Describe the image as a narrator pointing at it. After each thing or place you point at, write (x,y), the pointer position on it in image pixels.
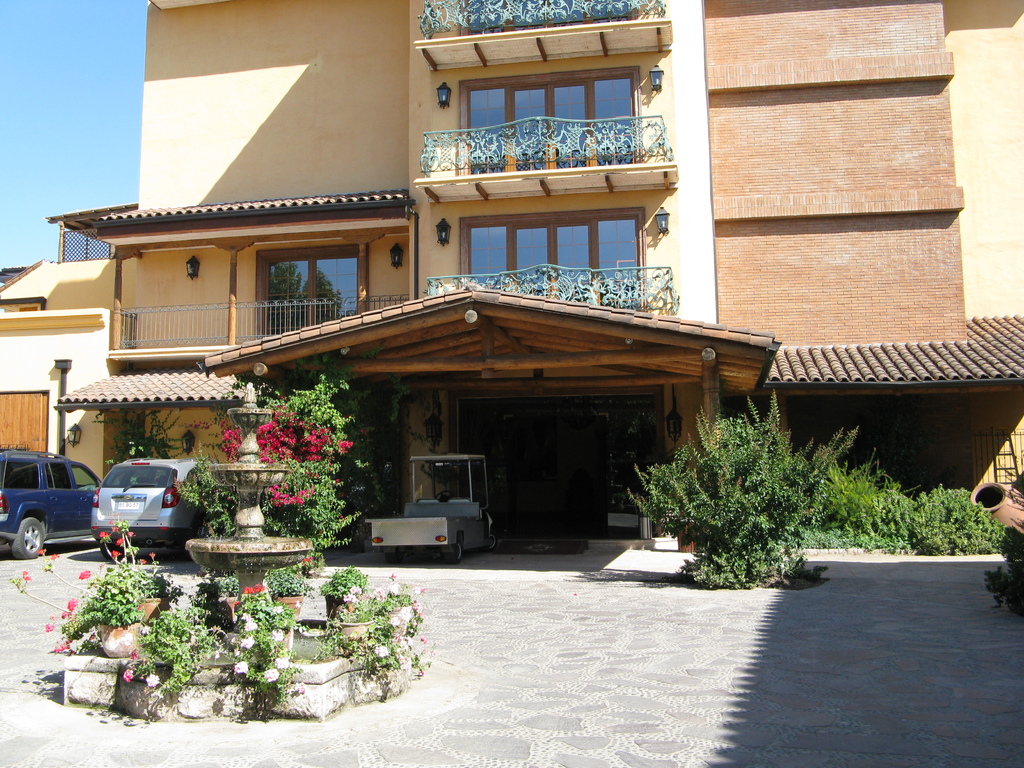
In this image there is a building (723,265) truncated, there are windows (334,266), there are lights (439,238), there are vehicles (169,496), there are plants (838,513), there is a car (37,512) truncated towards the left of the image (48,503), there is an object (999,503) truncated towards the right of the image (990,488), there is flowerpot (127,623), there are flowers (289,456), there is the sky (79,145).
